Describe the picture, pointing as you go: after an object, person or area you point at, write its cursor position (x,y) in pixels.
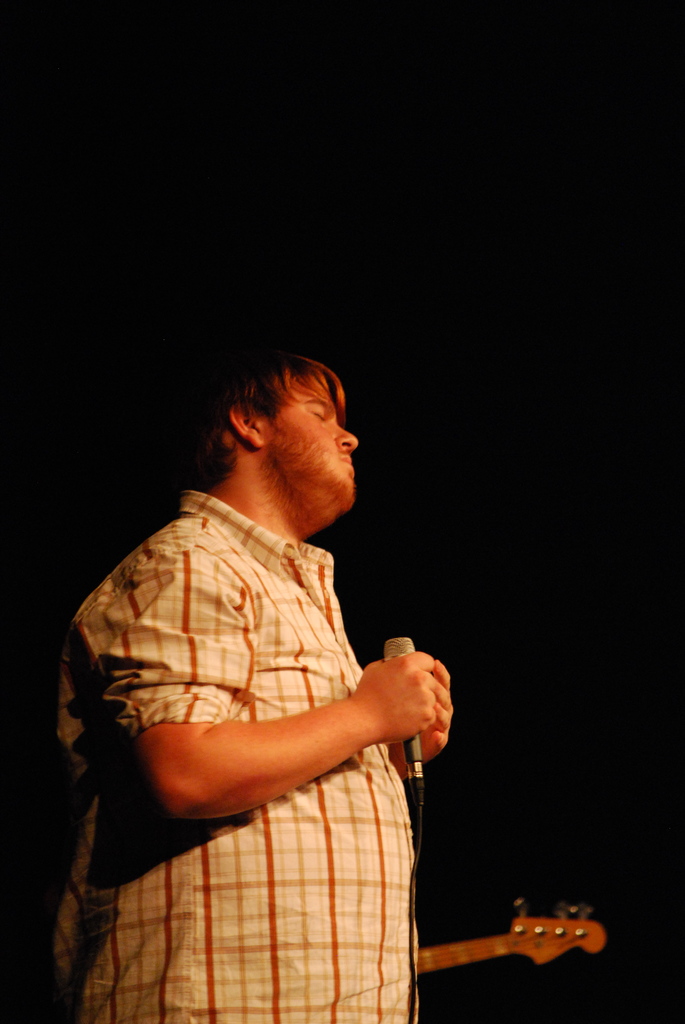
He is a man (313,732) holding a microphone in his hand (413,704).
